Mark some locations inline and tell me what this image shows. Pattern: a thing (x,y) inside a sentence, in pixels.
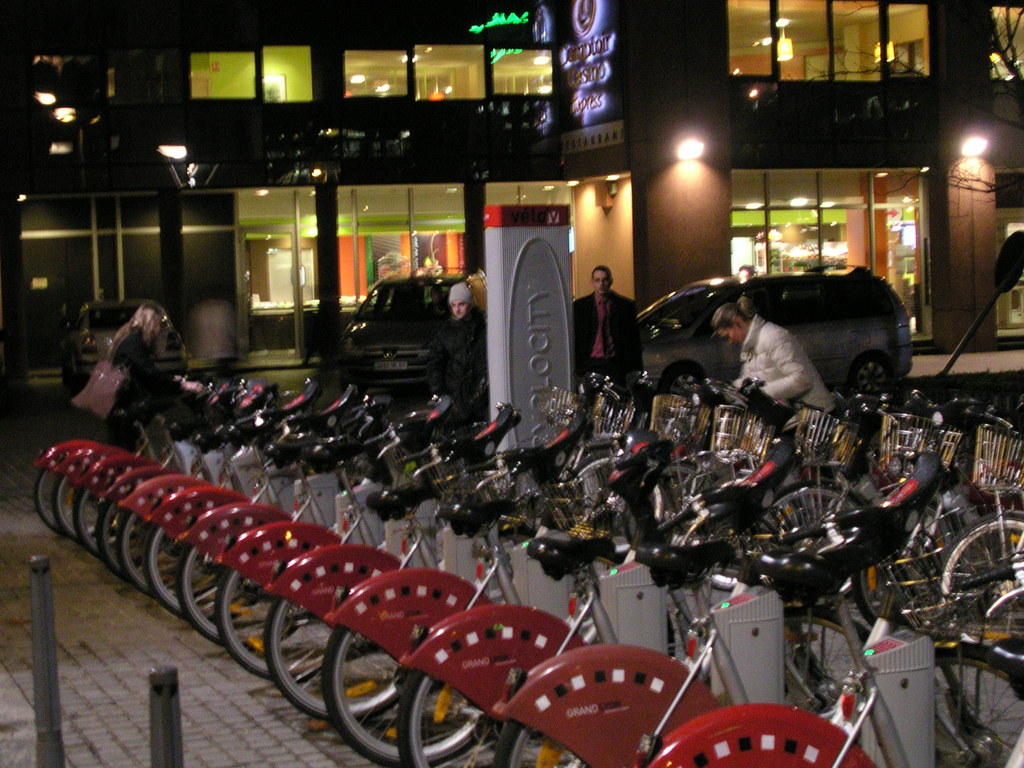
This picture is clicked outside. In the foreground (969,617) we can see the group of bicycles (386,437) parked on the ground (279,744). On the left (160,665) we can see the metal rods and the pavement (81,599). In the center (463,272) we can see the group of persons (476,319) and some vehicles (854,296) and a building (336,233) and we can see the lights (538,59) and the text (581,108) on the building (546,155) and in the background (869,215) we can see there are many number of items (894,225).
